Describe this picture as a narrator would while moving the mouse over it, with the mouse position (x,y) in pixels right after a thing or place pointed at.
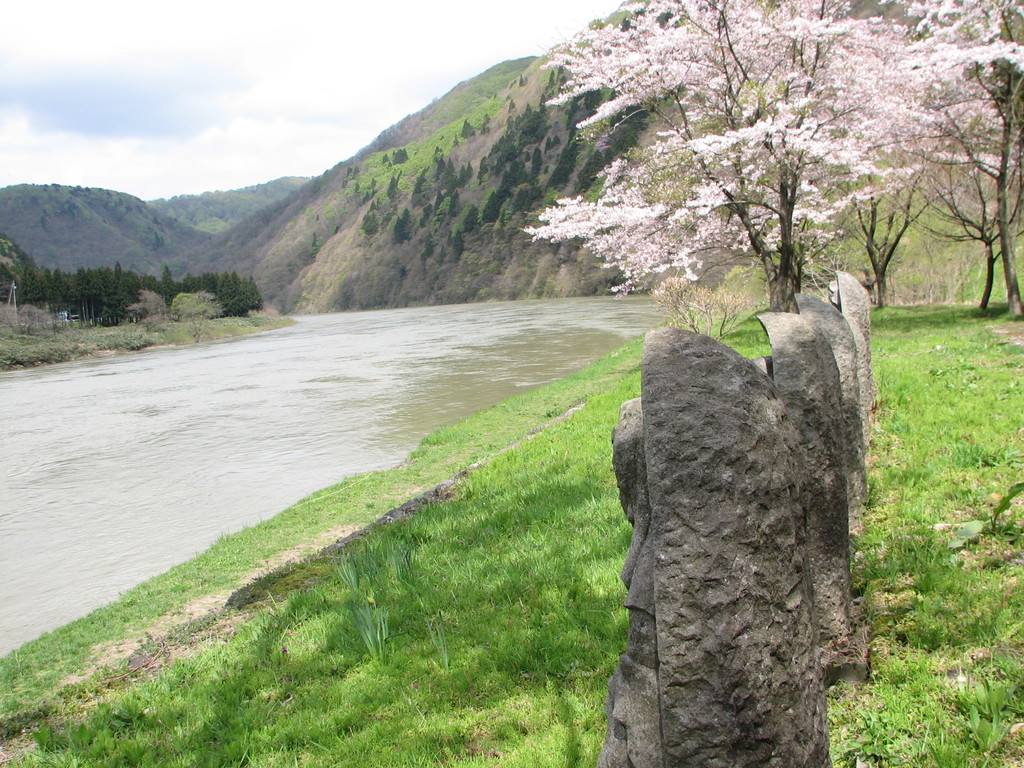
In this picture there are flower trees (800,124) at the top side of the image (858,111) and there are headstones (816,509) in the image, there is water (461,358) in the center of the image (353,452) and there is greenery (441,446) in the image.
